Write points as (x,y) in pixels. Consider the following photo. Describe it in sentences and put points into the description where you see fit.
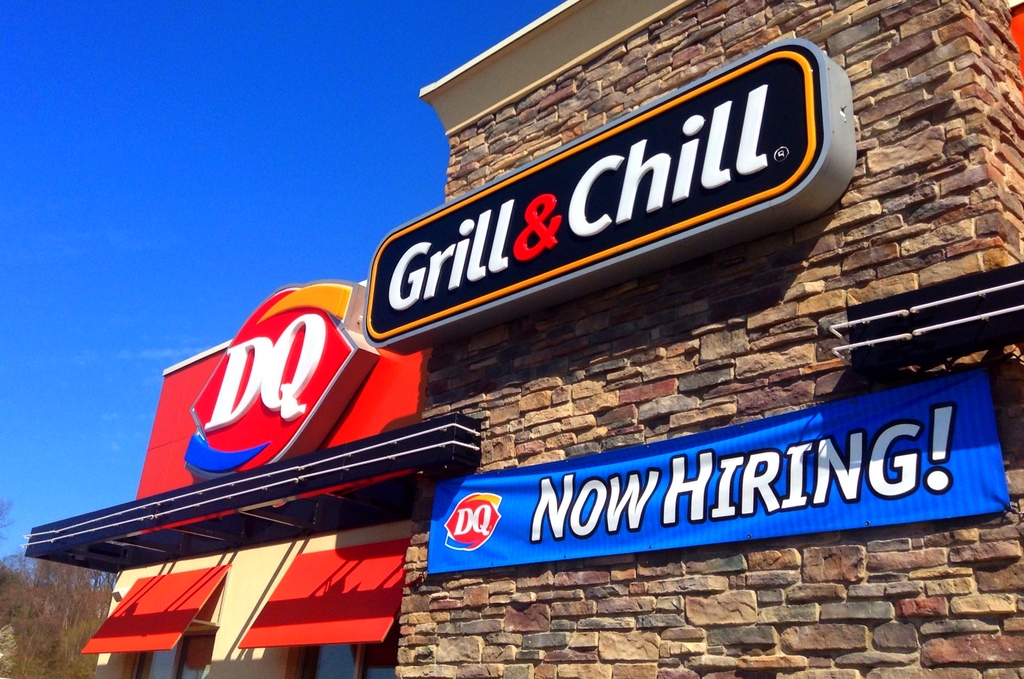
In the picture we can see a building wall (426,543) with a board (839,130) grill and chill and beside it, we can see a part of the house (156,602) with two windows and besides we can see some trees (89,597) and the sky (90,253).
